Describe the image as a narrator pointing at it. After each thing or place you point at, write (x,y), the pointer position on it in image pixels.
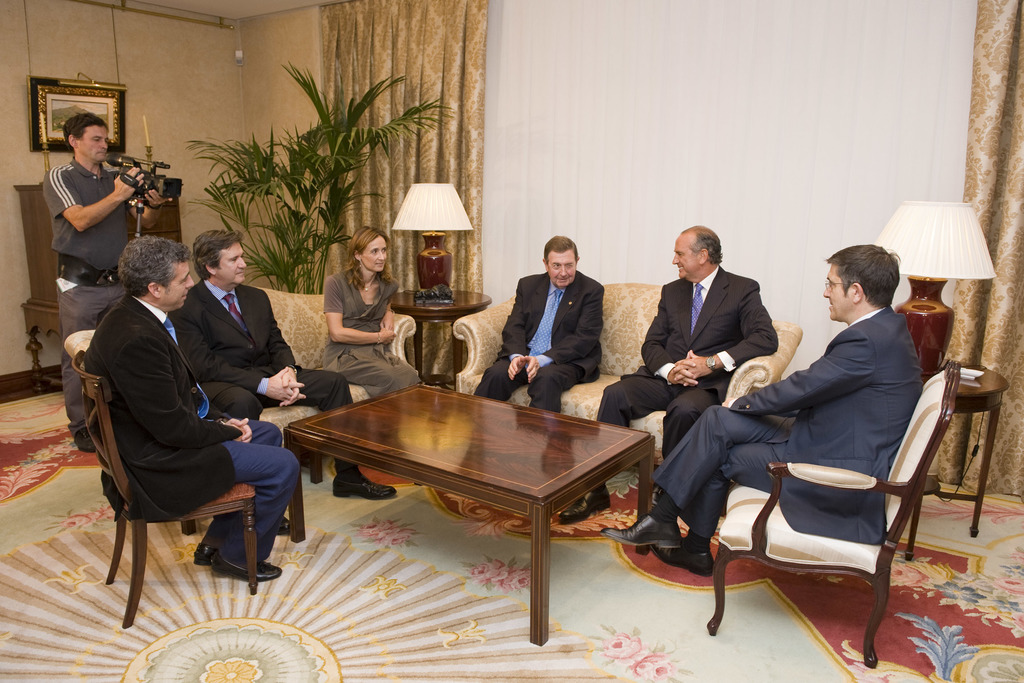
Here 6 persons (758,408) are sitting in the sofa (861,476) these people (177,457) are wearing coats (176,429) a girl (345,321) is wearing dress (345,307) behind her there is a plant (324,267) beside of her there is a lamp (425,260) and a curtain (414,161) and a man (85,249) is standing and taking the pictures of them.
